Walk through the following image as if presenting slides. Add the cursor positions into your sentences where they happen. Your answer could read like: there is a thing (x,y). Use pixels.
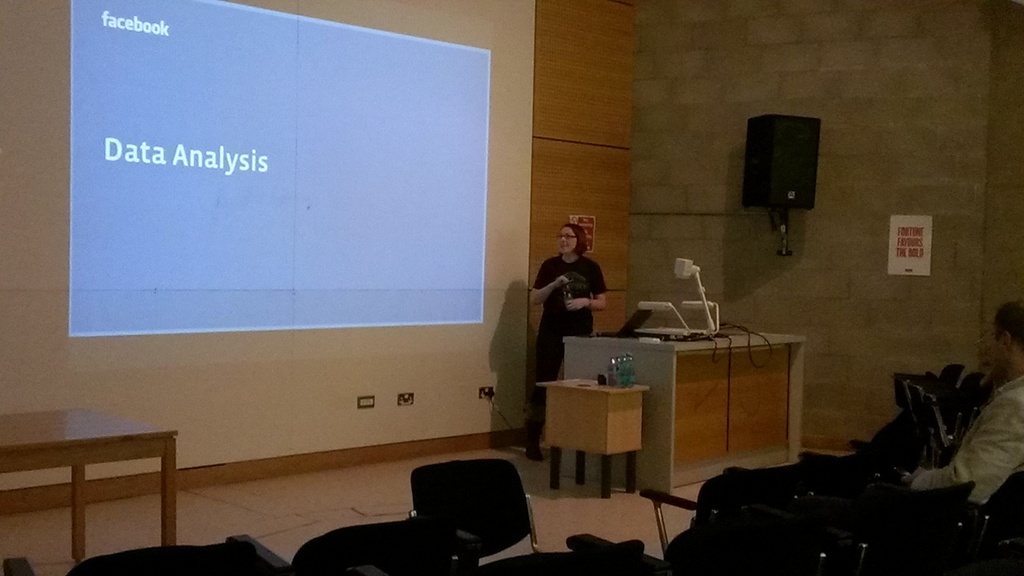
In this image I can see the person (1005,405) sitting. In front I can see the person (556,323) standing and holding some object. I can also see the laptop (625,332) on the table (646,343), background (319,263) I can see the projection screen (230,207) and the wall (724,89) is in brown color.
